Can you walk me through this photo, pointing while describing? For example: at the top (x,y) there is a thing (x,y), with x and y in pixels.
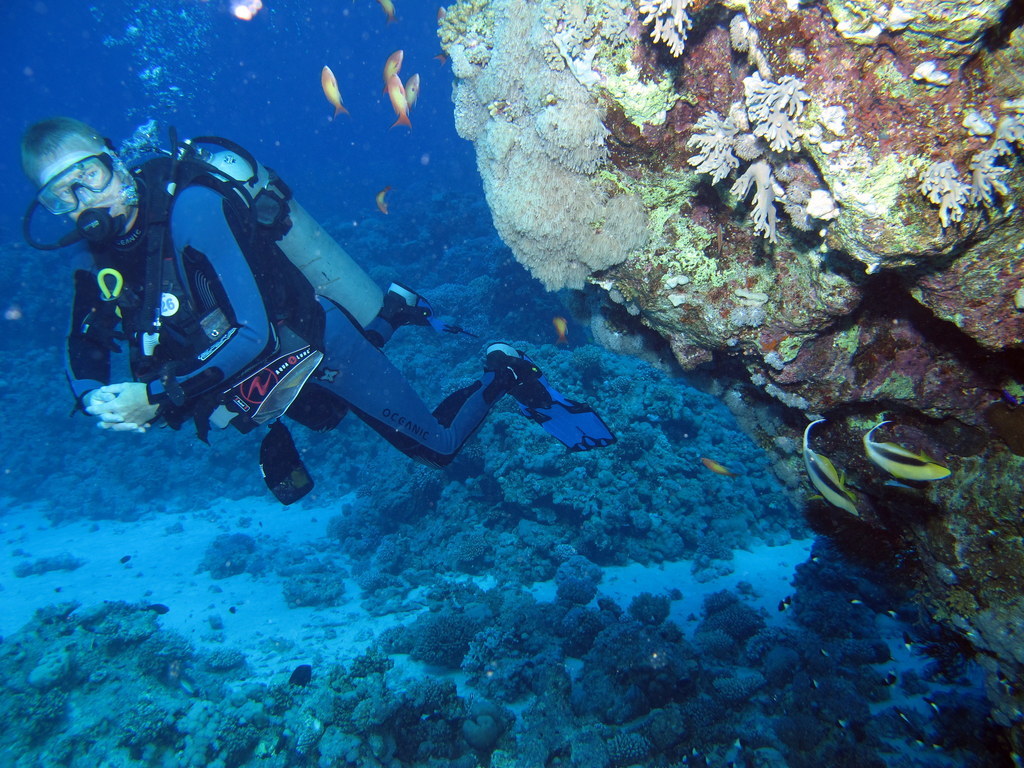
This is a water body (219,473) and here we can see a person (252,406) performing scuba diving and there are fishes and we can see rocks (634,118).
